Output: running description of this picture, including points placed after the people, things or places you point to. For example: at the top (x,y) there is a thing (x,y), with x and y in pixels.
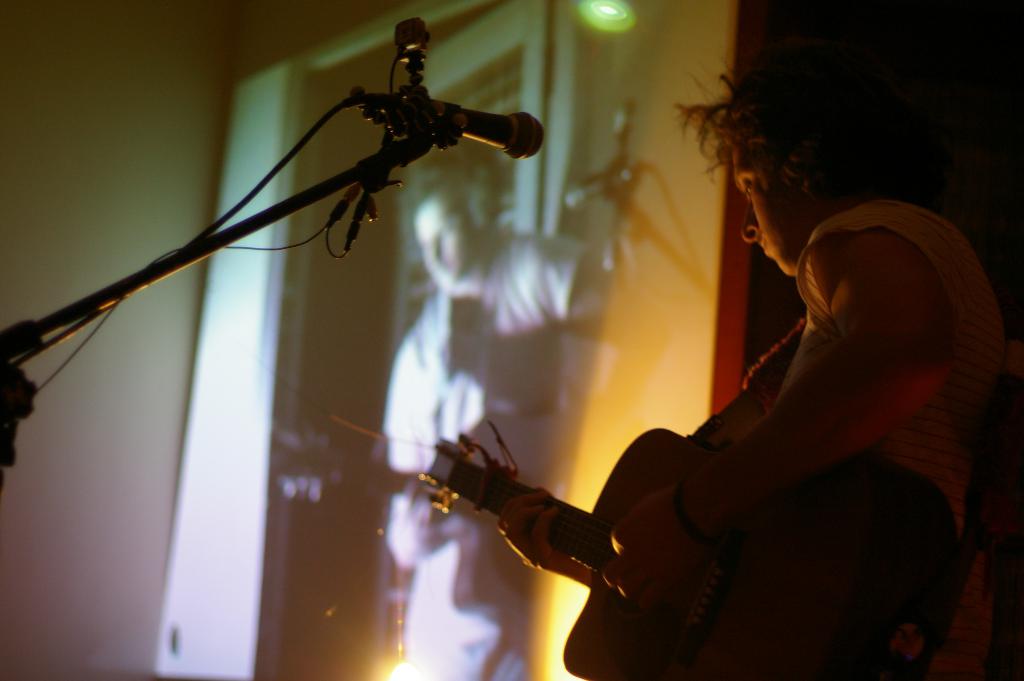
On the right side of the image (856,383) we can see a person (848,434) is standing and holding a guitar (757,535). On the left side of the image (197,253) we can see a mic (454,106) with stand (288,203). In the background of the image (324,353) we can see the wall (228,122), screen (542,111) and light (615,16).
